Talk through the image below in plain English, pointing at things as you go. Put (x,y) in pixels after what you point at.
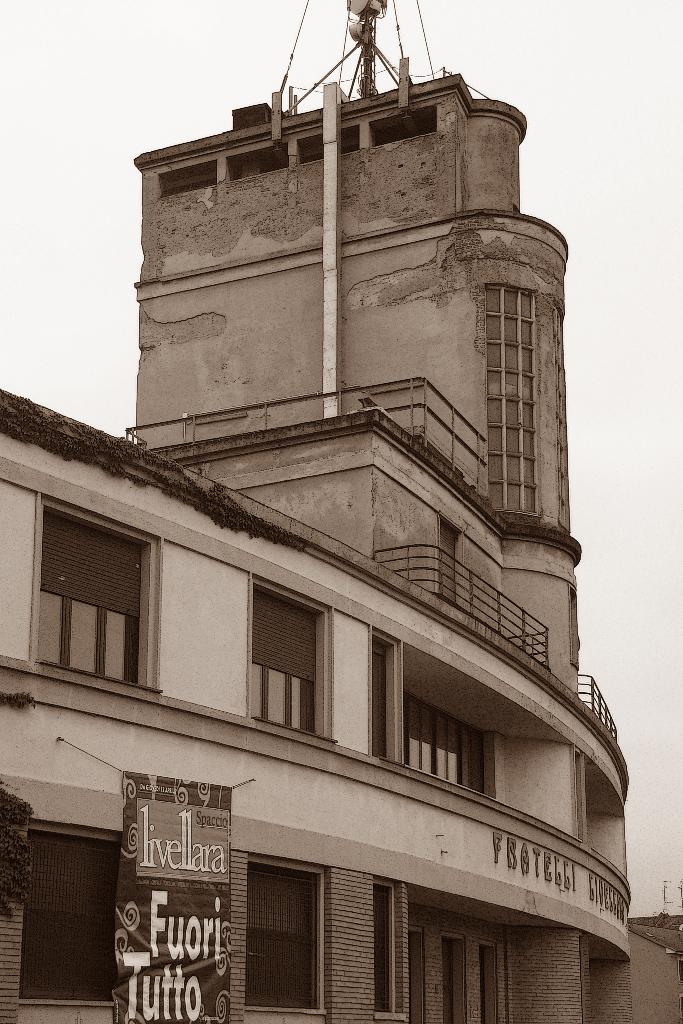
In this picture we can see a building (198,445) and on the building (173,641) there is a banner (180,848) and some objects (371,56) at the top (371,65). Behind the building (322,360) there is the sky (533,100).
